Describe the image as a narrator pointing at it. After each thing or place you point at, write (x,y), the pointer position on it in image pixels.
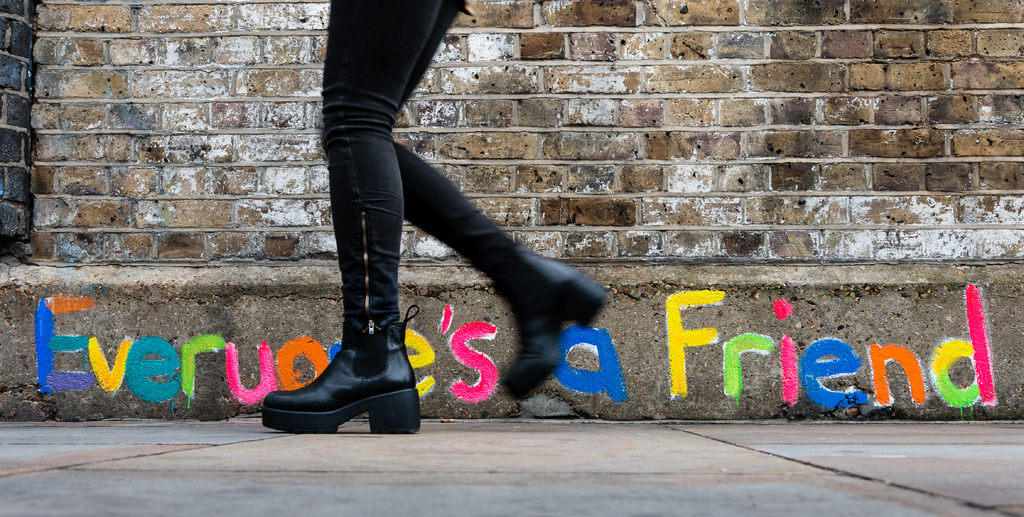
This image consists of a person (370,170) wearing a black pant (361,80) and black shoes (383,350). At the bottom (376,479), there is a road (526,458). In the front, we can see a wall (473,354) on which there is text (92,343).
